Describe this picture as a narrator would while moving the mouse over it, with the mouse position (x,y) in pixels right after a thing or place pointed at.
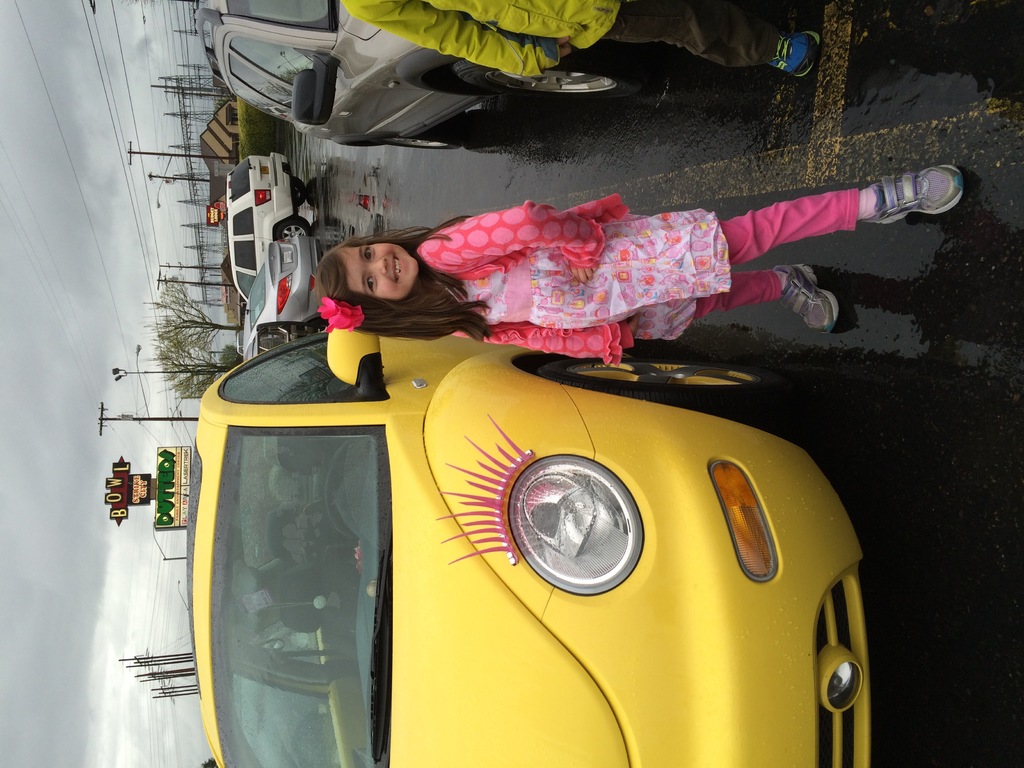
There are two persons (673,251) standing at the top of this image, and there are some vehicles (353,126) on the road (681,184) as we can see in the middle of this image (368,373). There are some current poles (179,155) and trees (191,348) are present behind to these cars (286,311). There is a sky (188,409) on the left side of this image (78,412).
